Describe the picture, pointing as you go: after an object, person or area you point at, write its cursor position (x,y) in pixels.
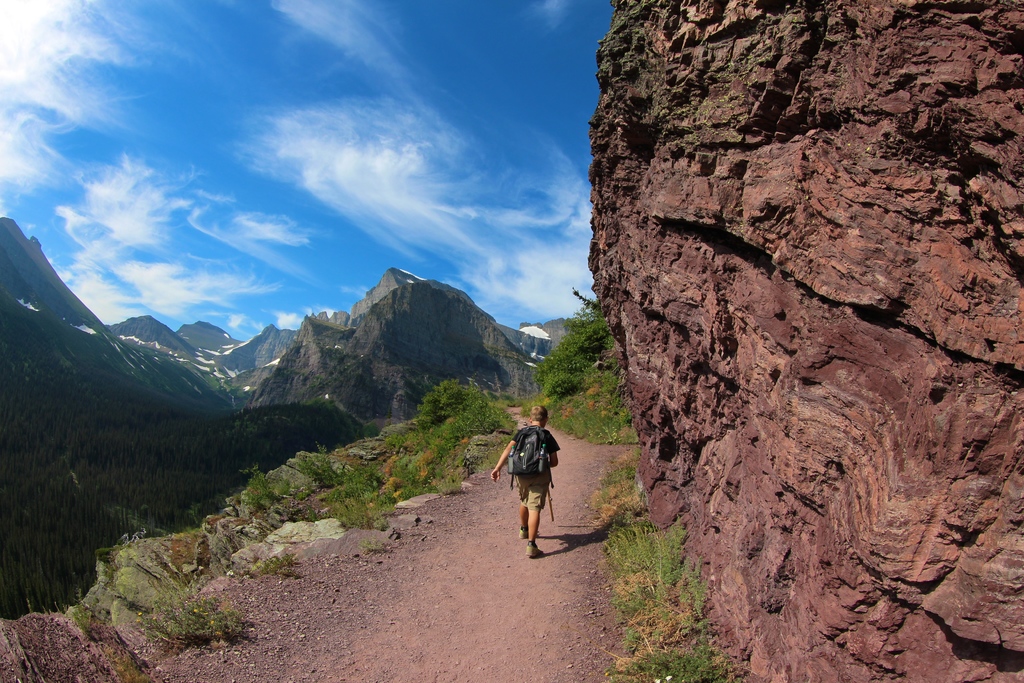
In this image, I can see a person (534,484) walking on the pathway (423,620). These are the mountains (184,357). I can see the trees (193,500) and bushes (193,598). These are the clouds (385,147) in the sky (385,147).
